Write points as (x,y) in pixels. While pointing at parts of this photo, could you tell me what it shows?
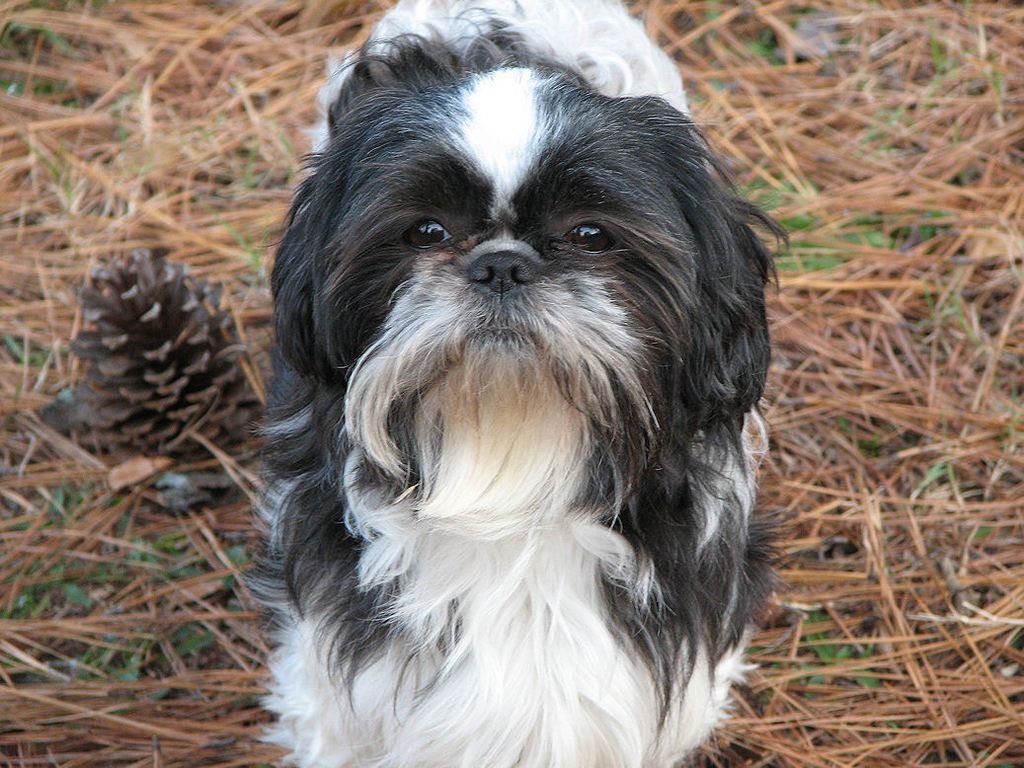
There is a white and a black dog (532,376). On the ground (180,547) there is grass (156,561). Also there is a pine cone (168,332).
